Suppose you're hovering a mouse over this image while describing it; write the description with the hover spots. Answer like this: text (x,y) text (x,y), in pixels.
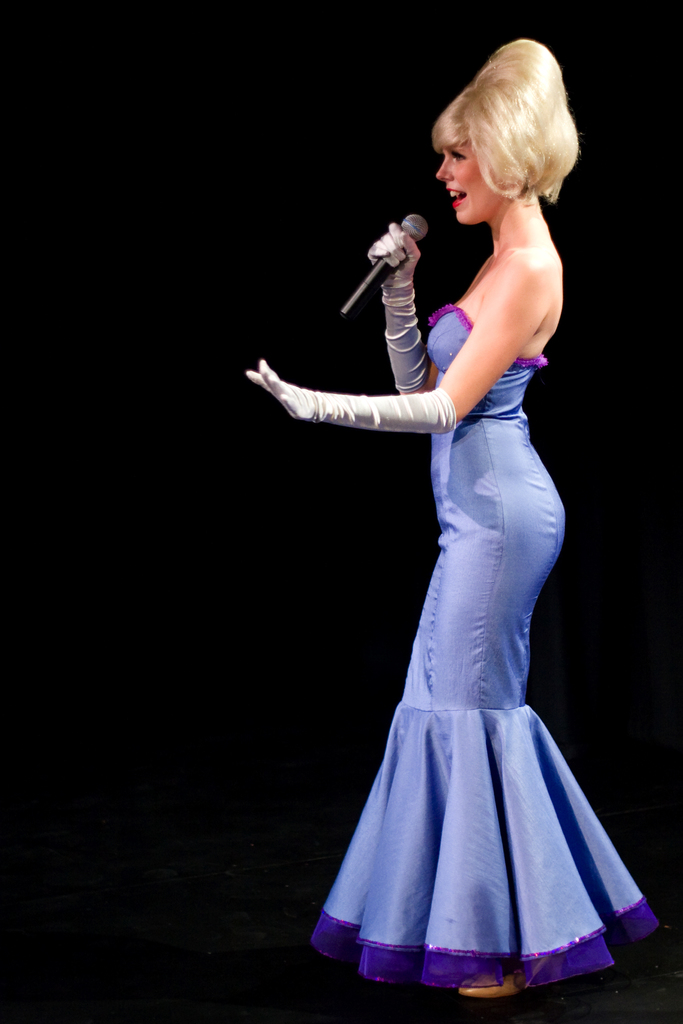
In this image we can see a lady (501,550) standing and holding a mic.
